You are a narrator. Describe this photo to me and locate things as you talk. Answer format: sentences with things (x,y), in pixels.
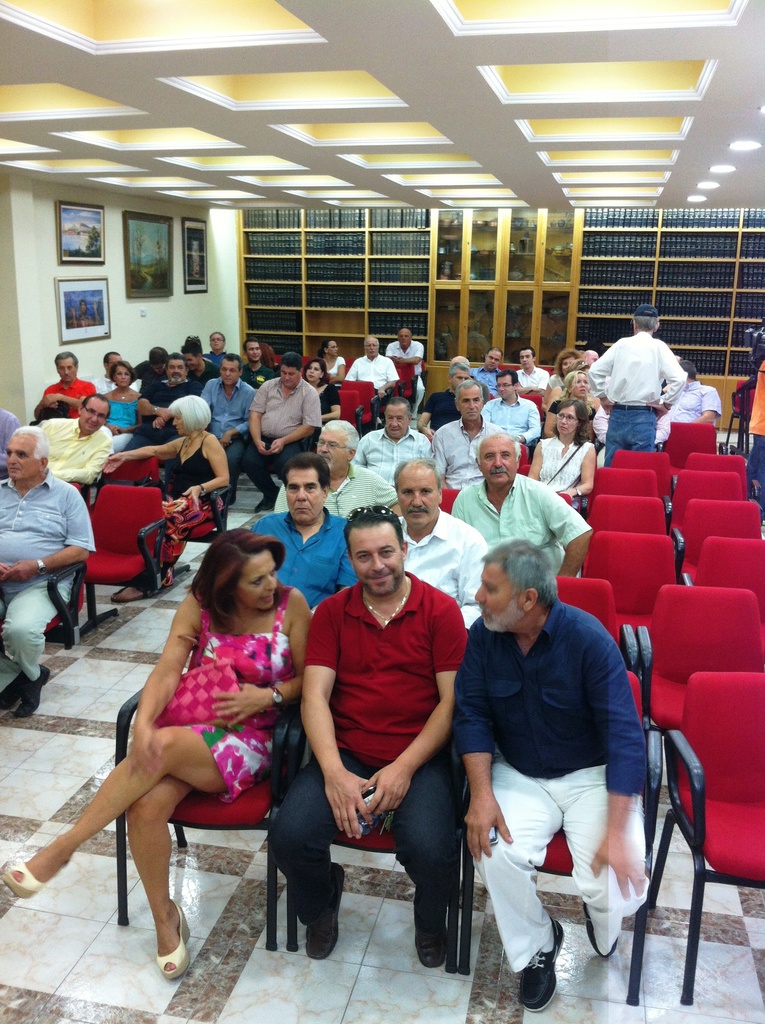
in a room (224,839) there are red chairs (616,558). people (232,442) are seated on the chairs (637,464). at the back (631,375) a person (628,423) is standing wearing a white shirt (637,386). in the front (443,735) a person (426,722) is wearing a red t shirt (387,708), left to him a woman (280,664) is wearing a pink dress (222,747) and carrying a pink purse (185,697). at the right (545,736) a person (537,718) is wearing blue shirt (571,722) and white pant (581,778) and they are talking to each other. at the left (145,316) there is a white wall (78,348) on which there are 4 photo frames (69,239).
